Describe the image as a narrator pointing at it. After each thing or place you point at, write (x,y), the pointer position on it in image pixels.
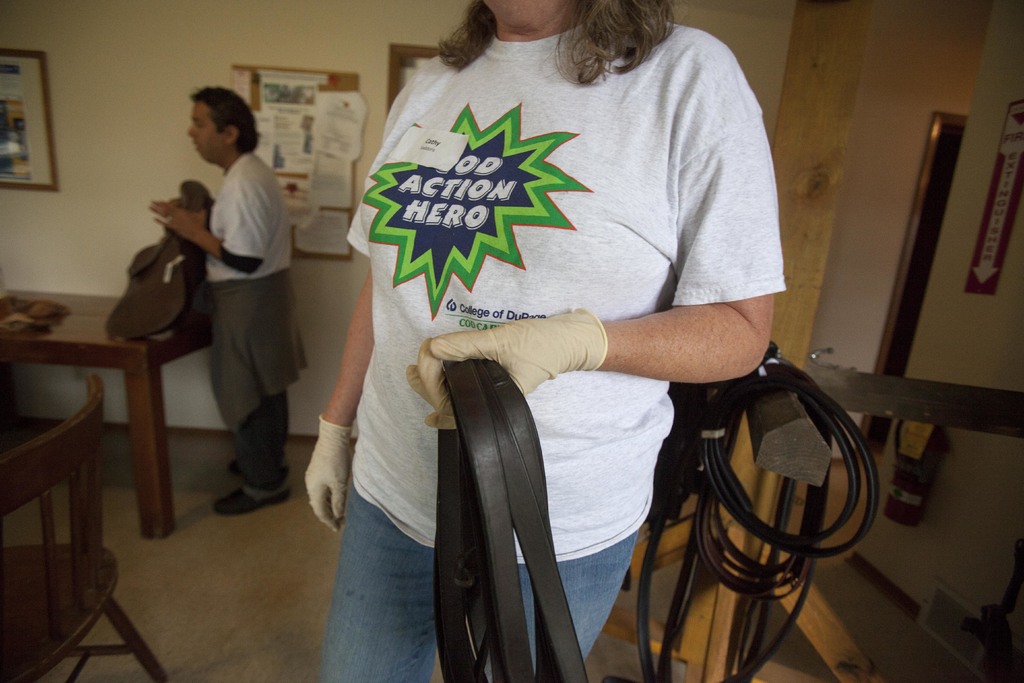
In this picture there is a woman (518,247) who is wearing a white t shirt (415,399). She is holding a belt (484,407) and wearing a glove (510,351) in her hand (506,332). At the back (248,238) there is another man (254,289) who is holding a saddle (151,301). There is a chair (78,464). There is a board (305,140) on which paper (306,145) are there. There is a table (47,353). There is an arrow sign (990,237).
